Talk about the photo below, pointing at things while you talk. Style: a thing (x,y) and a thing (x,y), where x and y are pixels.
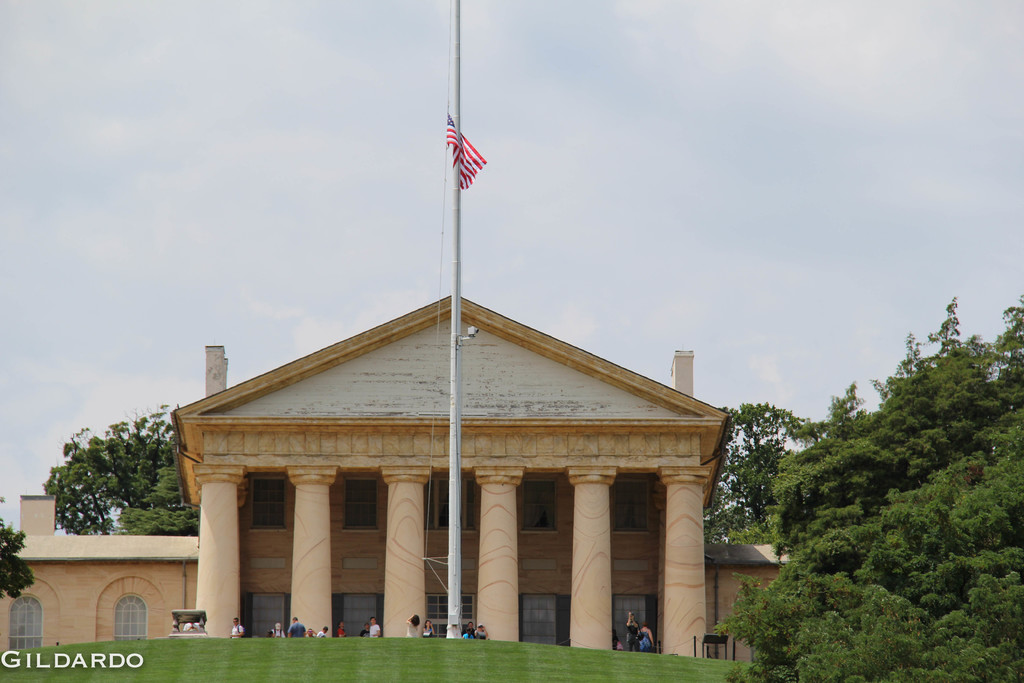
In the center of the image (630,394) we can see a pole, flag (468,173), building (501,569) and some persons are there. In the background of the image (943,504) we can see a trees (946,527) are present. At the bottom of the image (353,666) ground (380,659) is there. At the top of the image (357,100) sky (366,97) is present.
